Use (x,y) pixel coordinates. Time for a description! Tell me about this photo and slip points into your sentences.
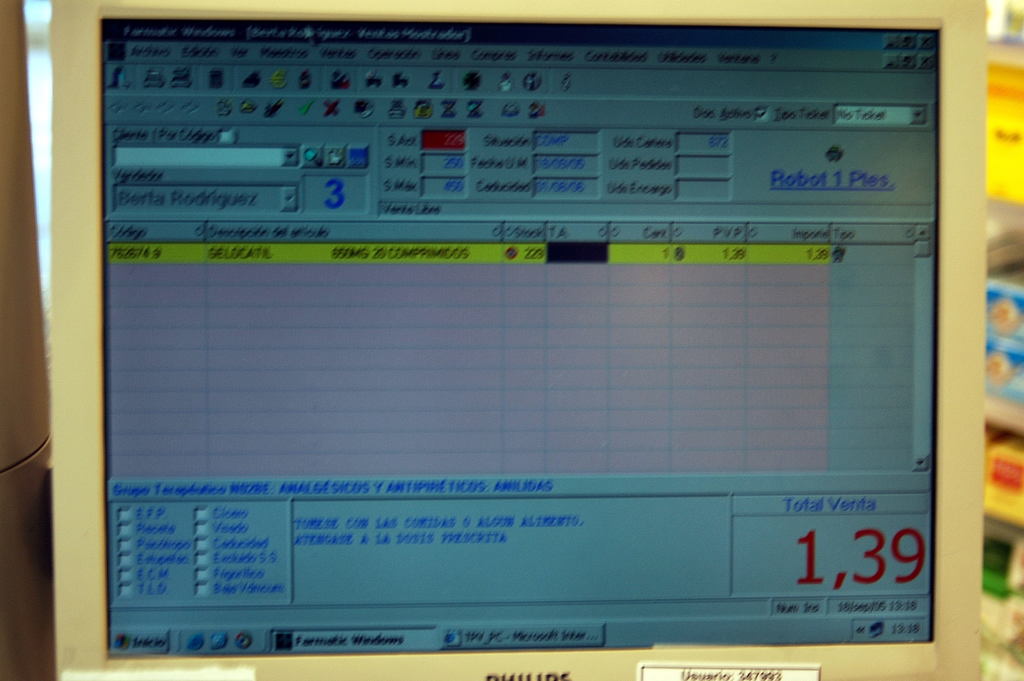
In this picture we can see a screen (338,437) with some information (341,203). Right side (999,630) portion of the picture is blurred.
